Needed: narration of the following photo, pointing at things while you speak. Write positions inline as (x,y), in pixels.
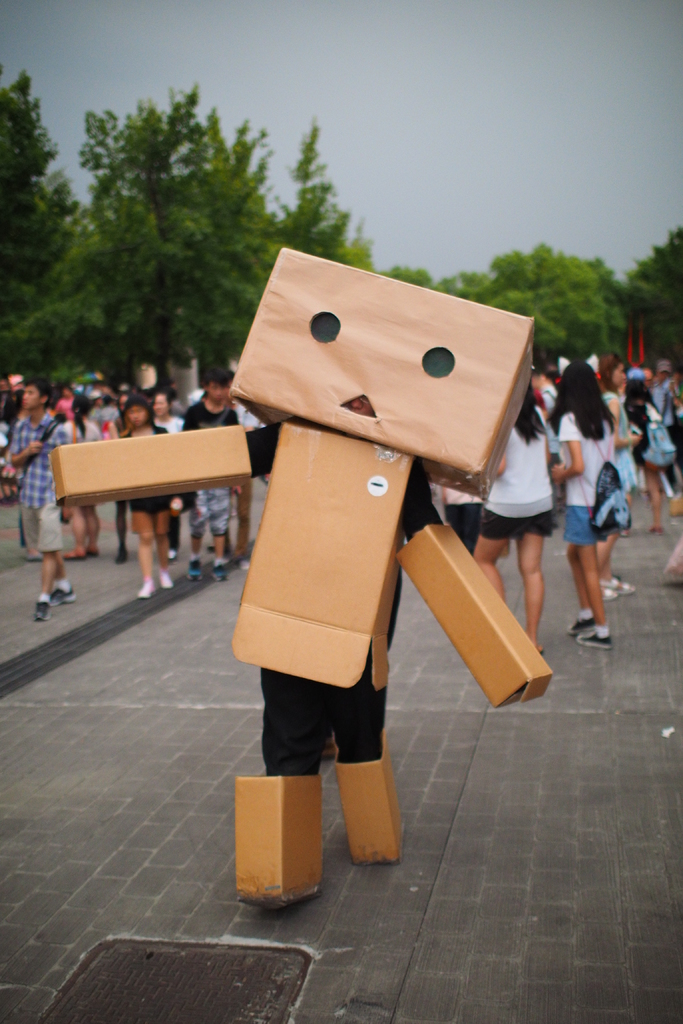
In this image I can see few people (505,496) are walking and few people (590,380) are wearing bags (664,451). I can see trees (399,273) and one person (429,531) is wearing different costume (390,768) in front (316,592). The sky (374,164) is in grey color.
